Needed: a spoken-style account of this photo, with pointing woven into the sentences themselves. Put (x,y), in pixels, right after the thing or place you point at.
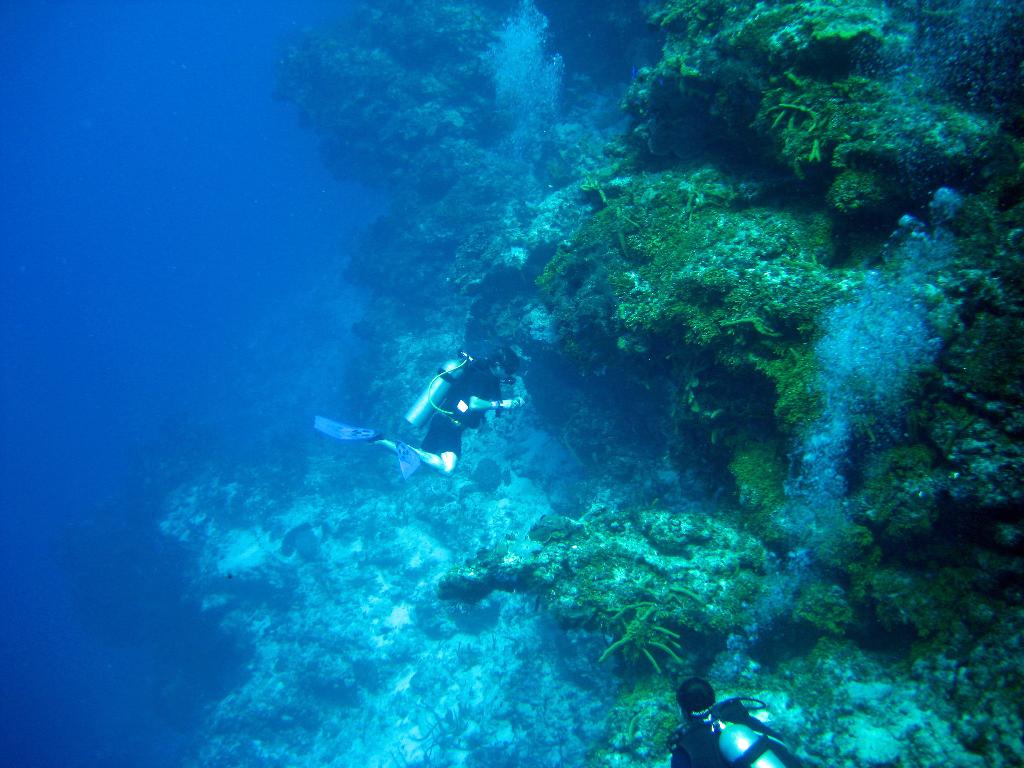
The picture is taken inside the water (109,81). In the center of the picture (456,376) there is a man (489,369) diving, he is wearing a oxygen cylinder (433,398). On the right (726,719) there is another person (740,722) diving. In the background (628,581) there are coral reefs (654,510) and algae (787,135). On the left (155,114) it is blue.
